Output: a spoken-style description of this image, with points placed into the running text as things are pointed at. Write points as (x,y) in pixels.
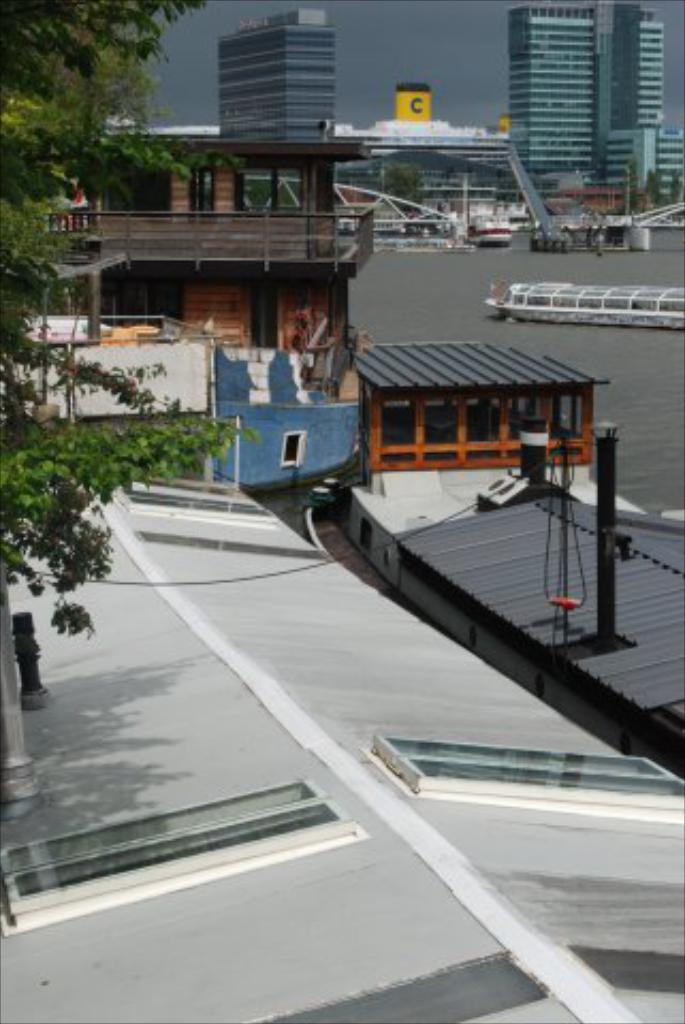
In the background (457,65) we can see sky (457,65), buildings (605,193). At the left side of the picture (104,483) we can see tree (101,428). Here we can see water (583,348) and ships (486,241).
